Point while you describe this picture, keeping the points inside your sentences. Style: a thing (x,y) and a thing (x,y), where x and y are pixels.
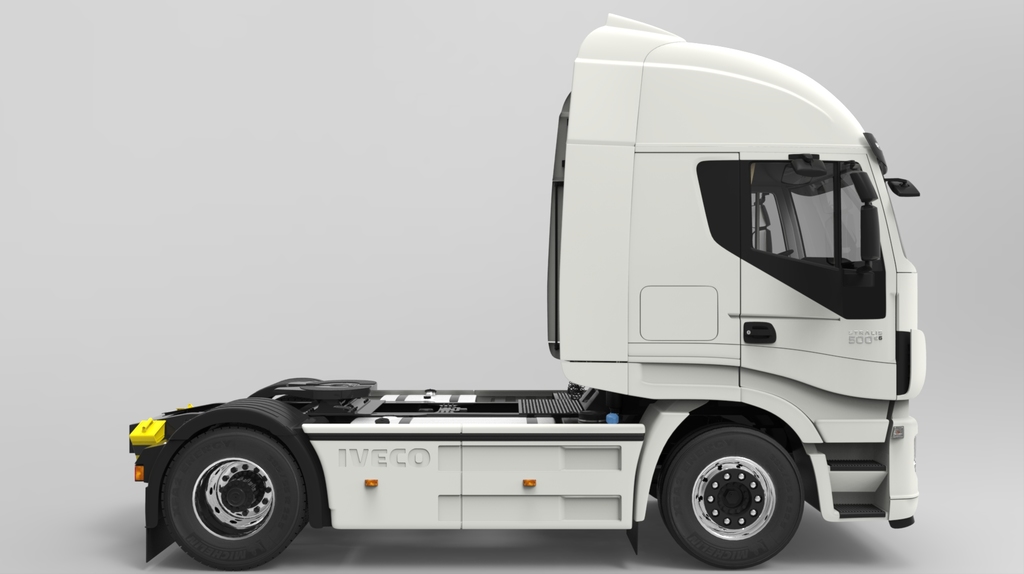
We can see vehicle (288,407) on the surface (402,544). In the background (353,78) it is white.
